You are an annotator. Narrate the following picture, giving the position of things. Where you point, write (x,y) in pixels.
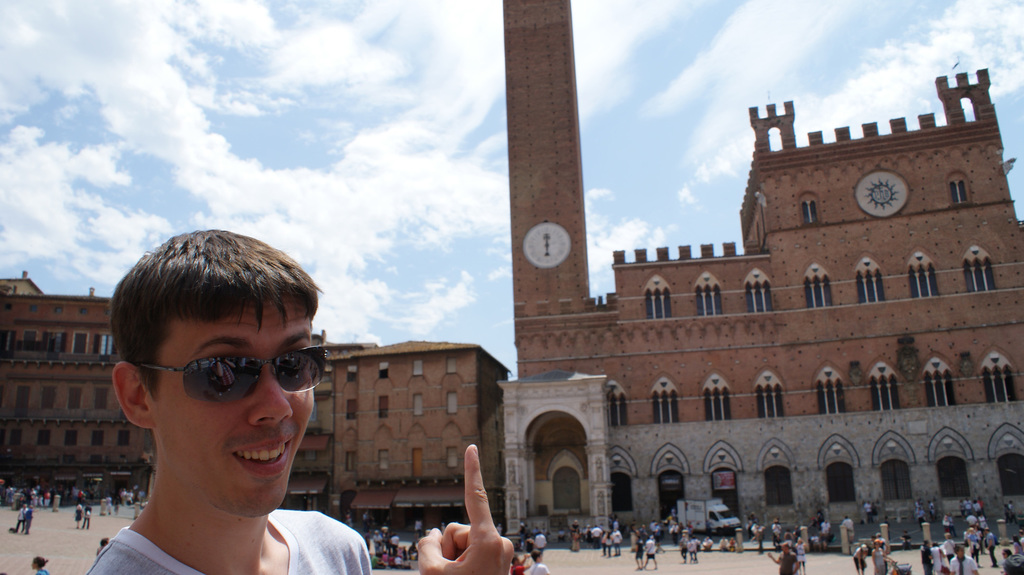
In the bottom left side of the image (252,440) a person (257,297) is standing and smiling. Behind him few people (80,501) are standing and walking and there are some vehicles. In the middle of the image (555,254) there are some buildings (958,458). Behind the buildings (1000,445) there are some clouds (454,15) in the sky (349,25).
